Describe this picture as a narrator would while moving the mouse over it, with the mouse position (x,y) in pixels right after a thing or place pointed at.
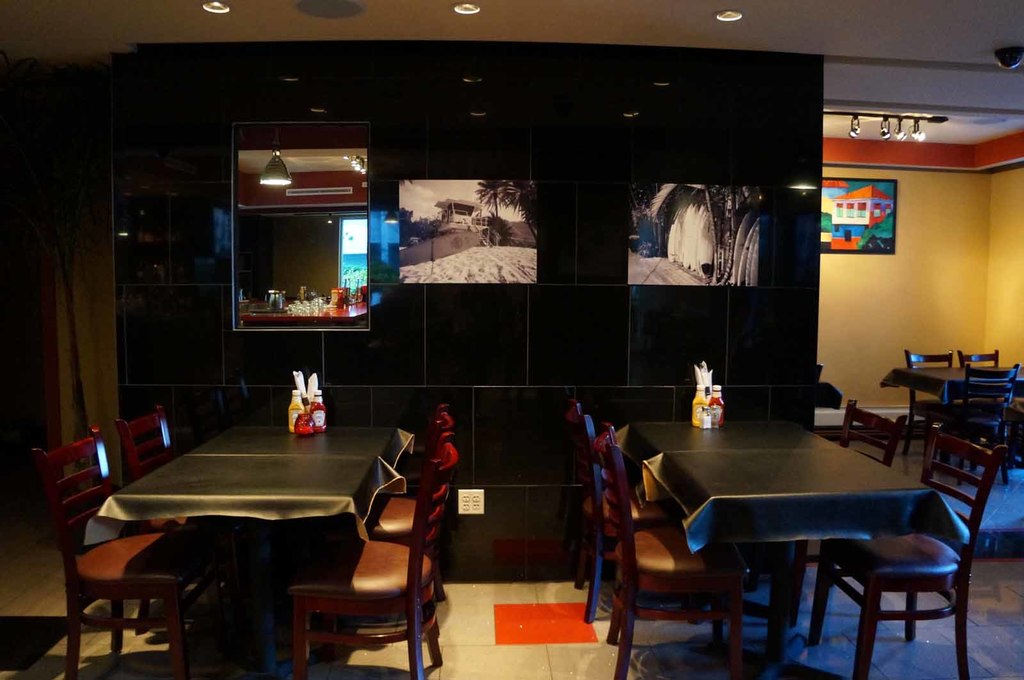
In this picture we can see bottles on tables (647,448), chairs (50,470) on the floor (930,649), frames (444,227) on the wall (681,309), lights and in the background (274,322) we can see some objects (325,318).
